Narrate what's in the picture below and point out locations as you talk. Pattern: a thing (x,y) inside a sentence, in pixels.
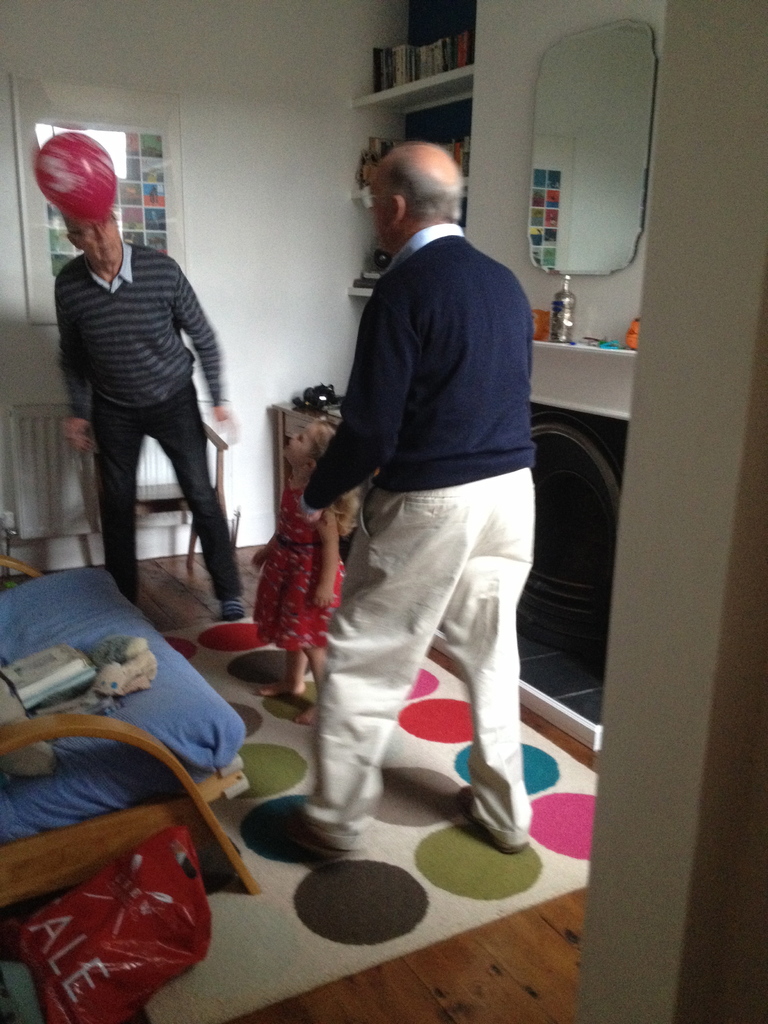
In this image we can see two men (385,524) standing in the room (179,531) and there is a kid (298,582) standing between them, there is a balloon (99,190) in front of the person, on the right side (635,254) there is a mirror (614,107) to the wall (634,313) and below the mirror (627,237) there are few objects (558,327) and beside the mirror (626,98) there is a shelf (422,100) and there are few books (402,80) and objects (363,284) on the shelf (356,292), behind the man (190,497) there is a picture frame (142,128) on the wall (265,176) and there is a chair (175,496) on the floor (185,611), on the left side (158,635) there is a couch (12,653) with few objects (64,652) on the couch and there is a carry bag (189,930) beside the couch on the floor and a carpet (411,893) on the floor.
